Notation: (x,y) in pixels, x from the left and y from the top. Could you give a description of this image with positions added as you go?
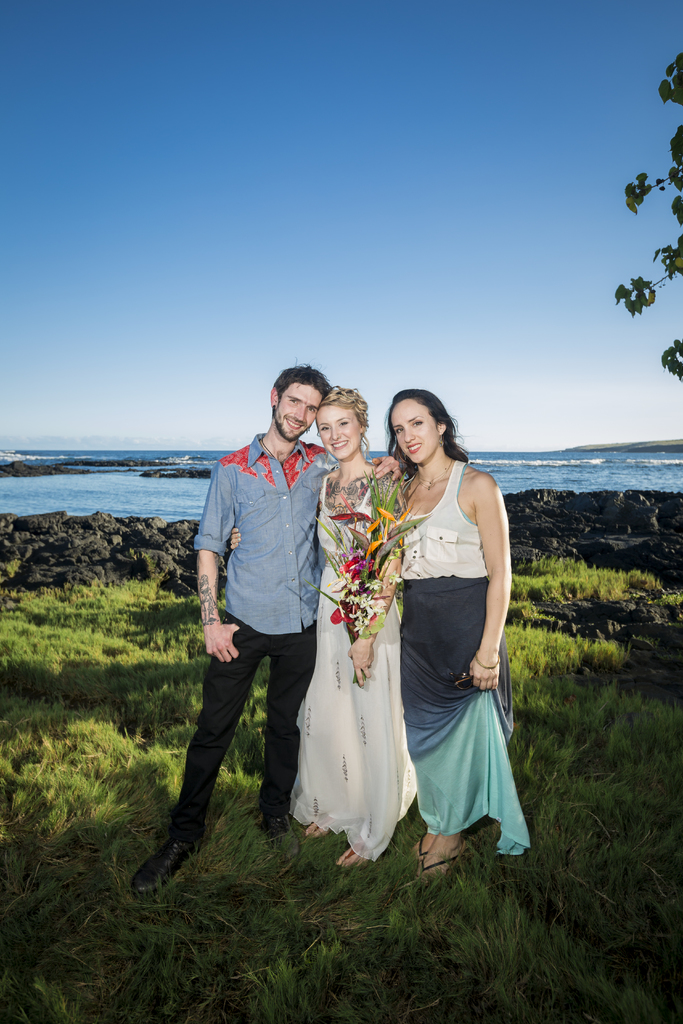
In this picture I can observe three members (300,547) standing on the ground (122,617) in the middle of the picture (404,600). All of them are smiling. I can observe some grass (128,756) on the ground (347,893). In the background (91,488) there is an ocean (91,488) and sky (265,200).
